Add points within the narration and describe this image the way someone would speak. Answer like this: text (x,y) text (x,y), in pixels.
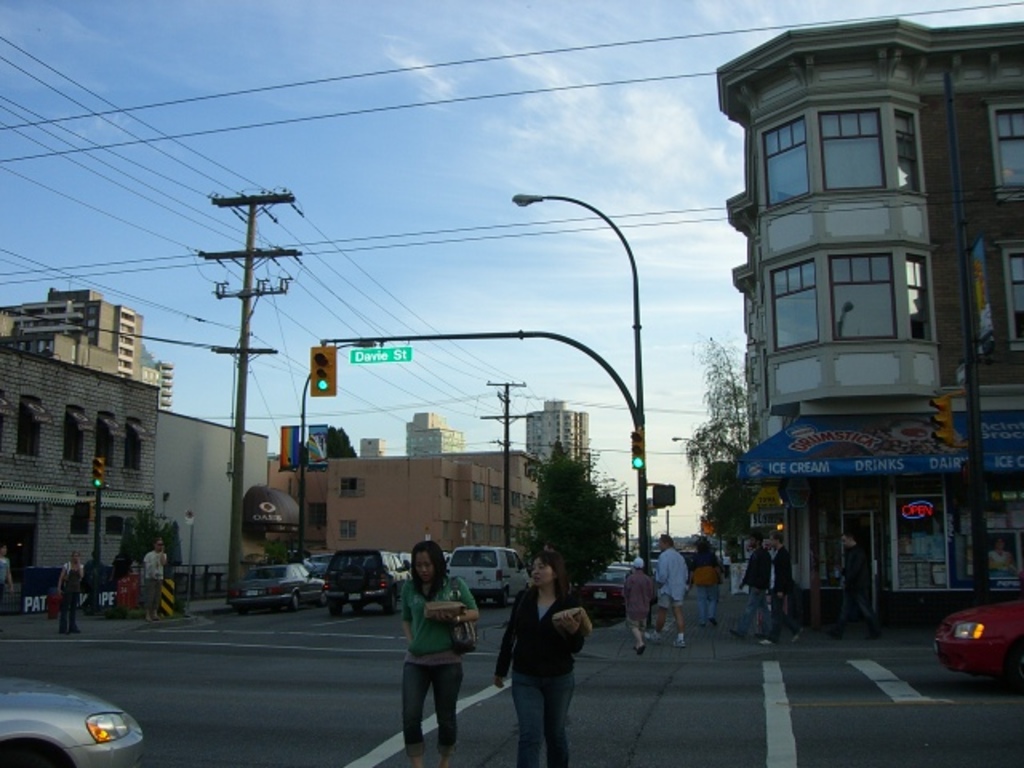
In this there are two women (408,634) who are walking on the road (496,704). On the left (231,346) I can see the electric poles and wires (100,265) are connected. In the background (21,482) I can see many trees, poles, buildings (850,522) and cars (369,566). At the top (425,70) I can see the sky (671,134) and clouds (671,121).
